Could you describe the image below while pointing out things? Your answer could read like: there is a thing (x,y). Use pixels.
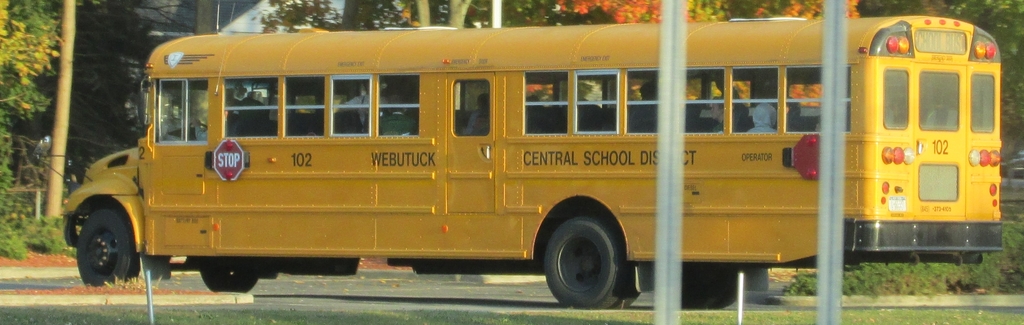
In this image in the center (649,134) there is one bus (179,150) in that bus (348,144) there are some people (251,114) who are sitting, and in the foreground (666,106) there are two poles (832,123). In the background (71,82) there are some trees (96,65) and poles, and at the bottom (69,287) there is a road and grass (697,319).
